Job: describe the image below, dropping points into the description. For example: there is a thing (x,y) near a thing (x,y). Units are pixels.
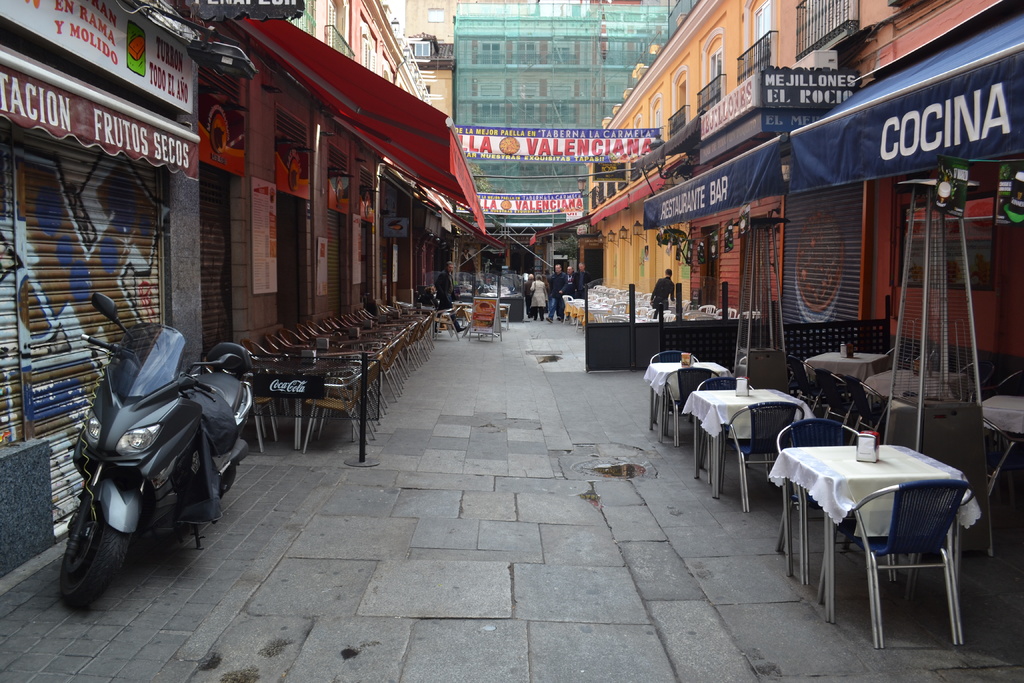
On the background (548,47) we can see a building (569,48). These are flexes (504,198). We can see stores (438,184) at the right (891,268) and left side of the pictures. We can see chairs (404,331) and tables (720,409) near to the stores (510,266) and also bike (155,408). We can see persons (543,289) standing and walking.
